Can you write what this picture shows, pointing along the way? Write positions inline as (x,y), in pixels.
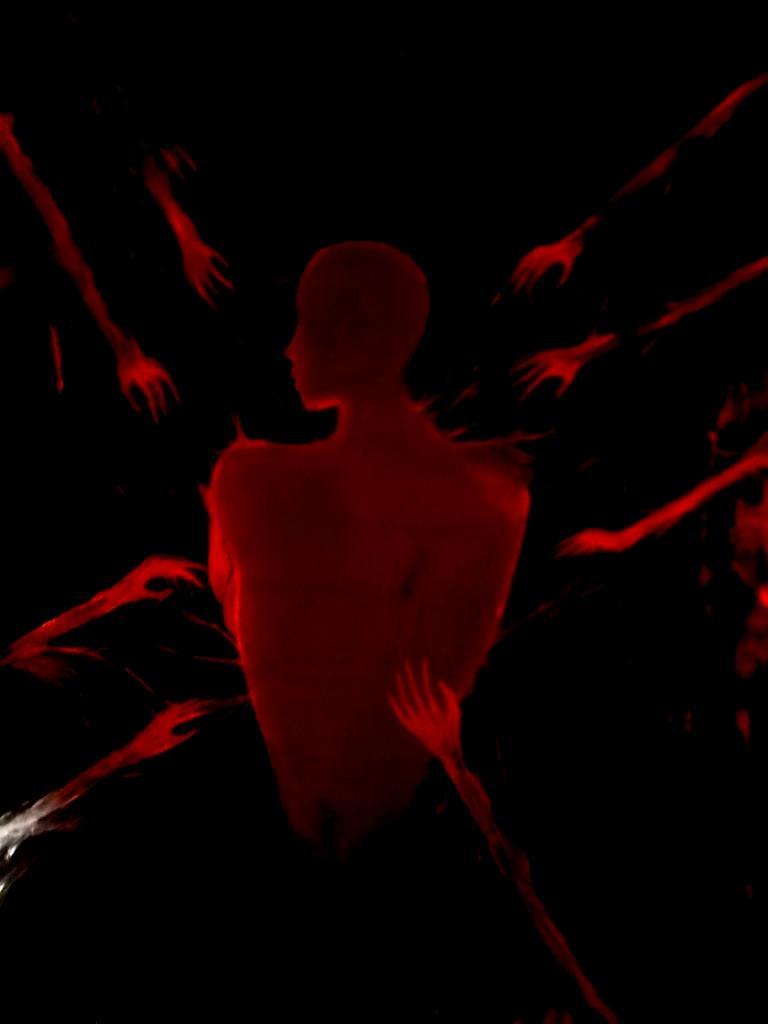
In this image we can see the painting (358,514) of a person face (315,287) and half body (400,595) with out hands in red color, around the person (341,635) there are few hands (654,526). The background (145,939) is dark.
